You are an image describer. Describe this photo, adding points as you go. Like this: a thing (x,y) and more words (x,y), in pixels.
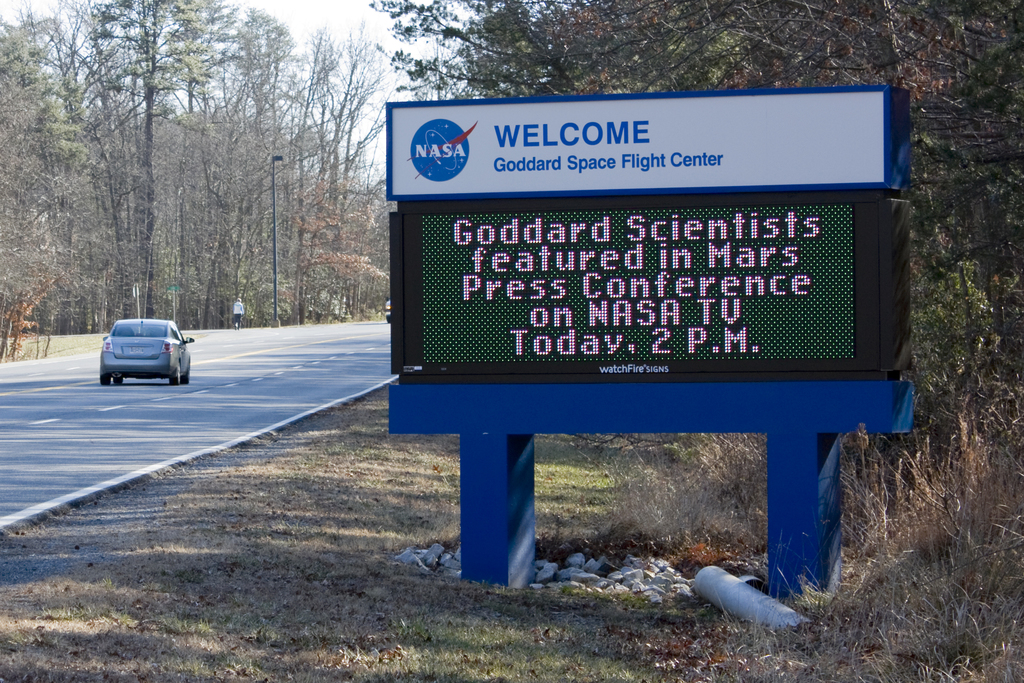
In this picture there is a black color Led Board (480,370) Placed on the blue color frame (628,431) on the right side of the road corner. In the middle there is a silver color car (144,369) moving on the road (140,388). In the background (50,232) there are some tall trees (50,232).
